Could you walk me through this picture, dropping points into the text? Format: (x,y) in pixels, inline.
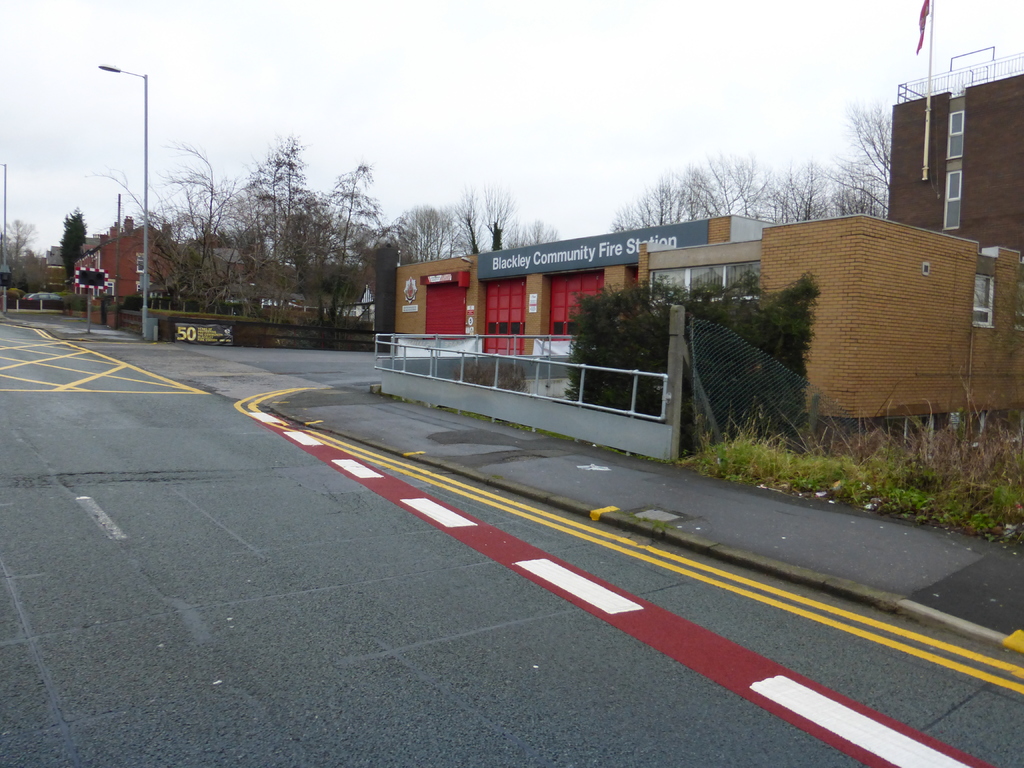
The picture is taken outside city. In the center of the picture (647,355) there are buildings (134,235), trees (293,204), street lights (145,222), flag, grass (701,455), plants (983,488) and other objects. In the foreground (287,496) there are road (130,470) and pavement (530,473). Sky (517,19) is cloudy.
